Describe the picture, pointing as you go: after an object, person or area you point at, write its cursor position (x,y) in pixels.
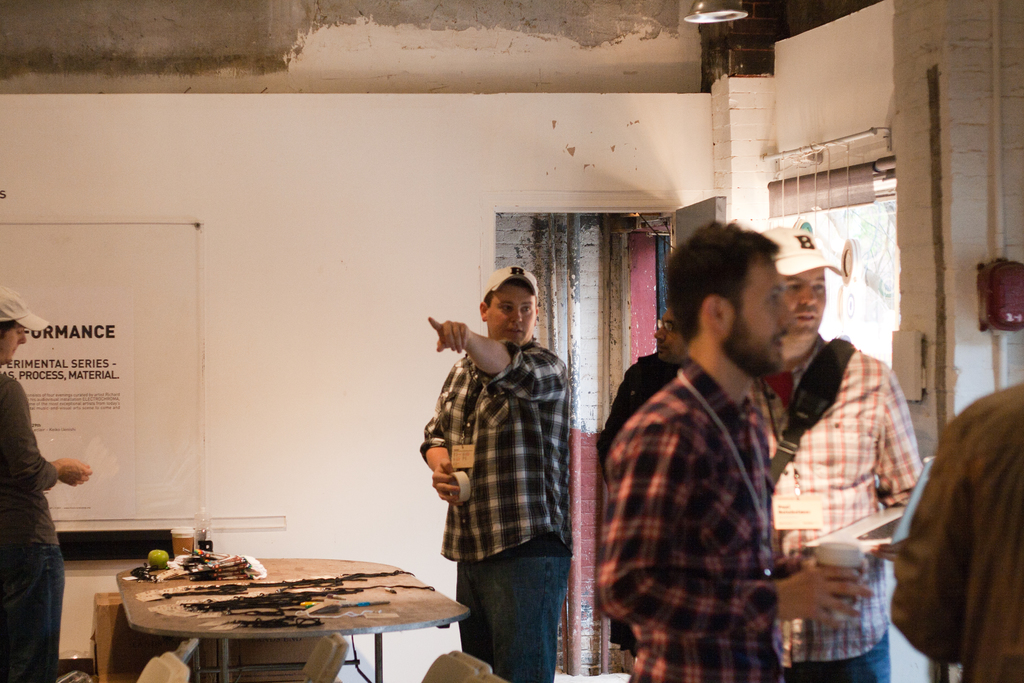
In this picture we can see some persons (1001,451) standing on the floor (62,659). This is table (261,609). On the background (334,234) there is a wall (317,308). This is board (126,389).
